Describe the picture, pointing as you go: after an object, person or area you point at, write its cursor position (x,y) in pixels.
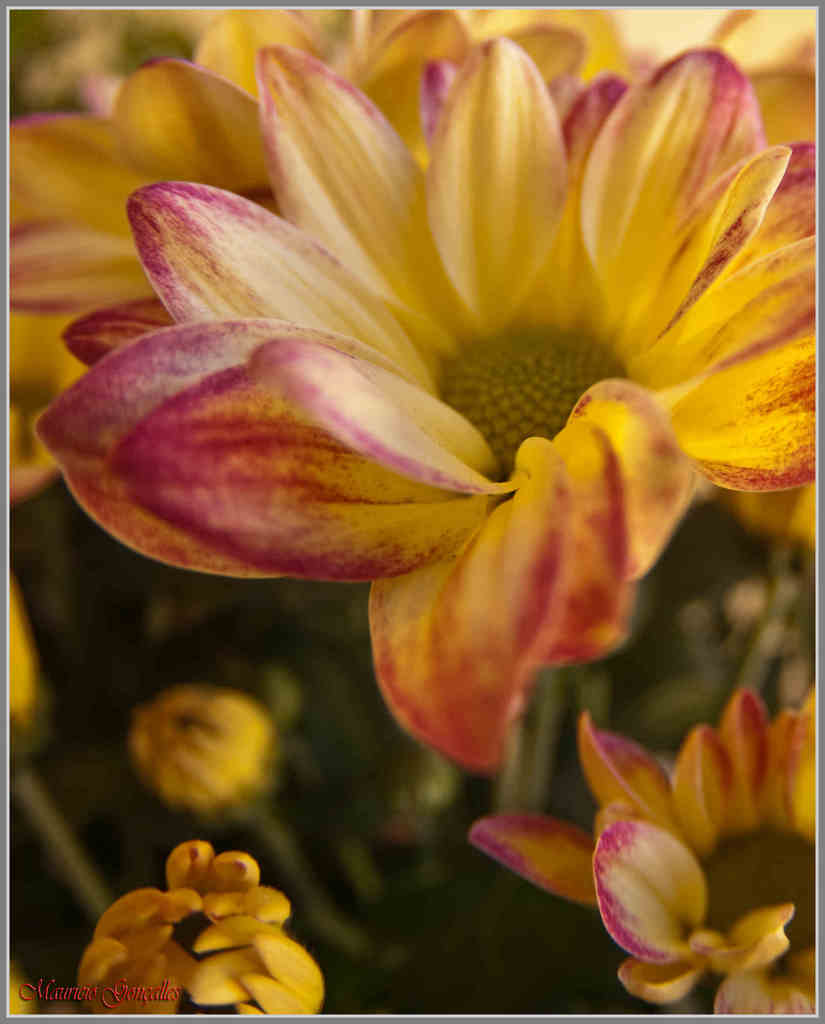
In this picture we can see flowers (500,543) in the front (656,400), there is a blurry background (487,977), at the left bottom (74,997) we can see some text (159,995).
